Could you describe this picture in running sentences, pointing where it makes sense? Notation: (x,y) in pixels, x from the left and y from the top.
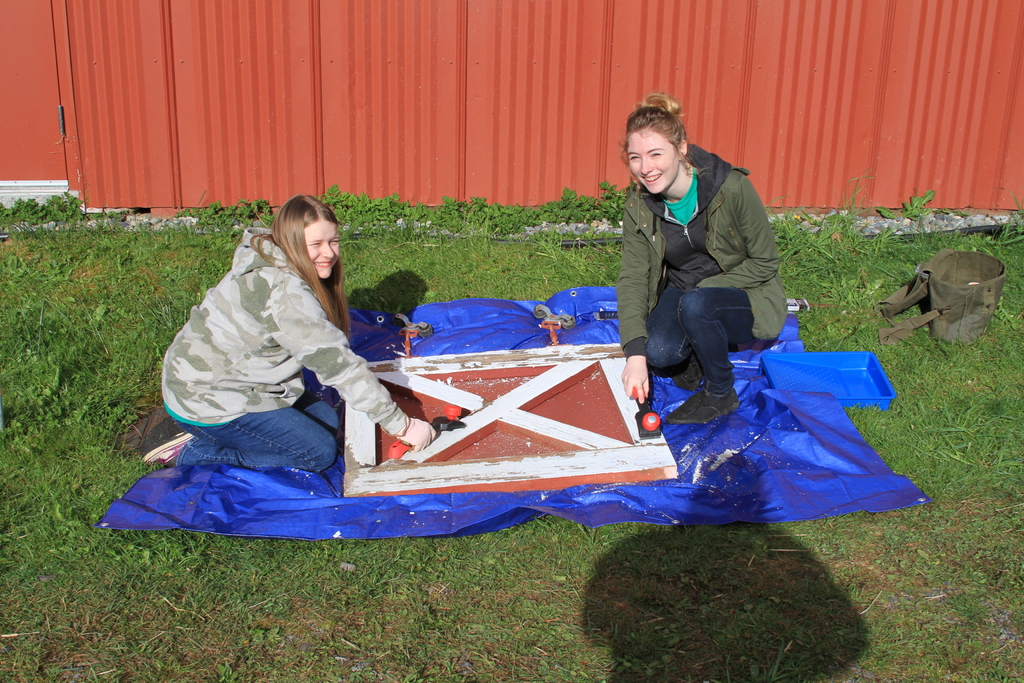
In the background (273,44) we can see the metal wall panel (757,62). In this picture we can see the women (745,335) wearing jackets (765,260) and they both are smiling. We can see they are holding objects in their hands (635,382). On a blue sheet (563,498) we can see the wooden object (488,360). We can see the plants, an object (988,290) and the green grass (915,556). At the bottom portion of the picture (712,628) we can see the shadow (758,598) of a person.
